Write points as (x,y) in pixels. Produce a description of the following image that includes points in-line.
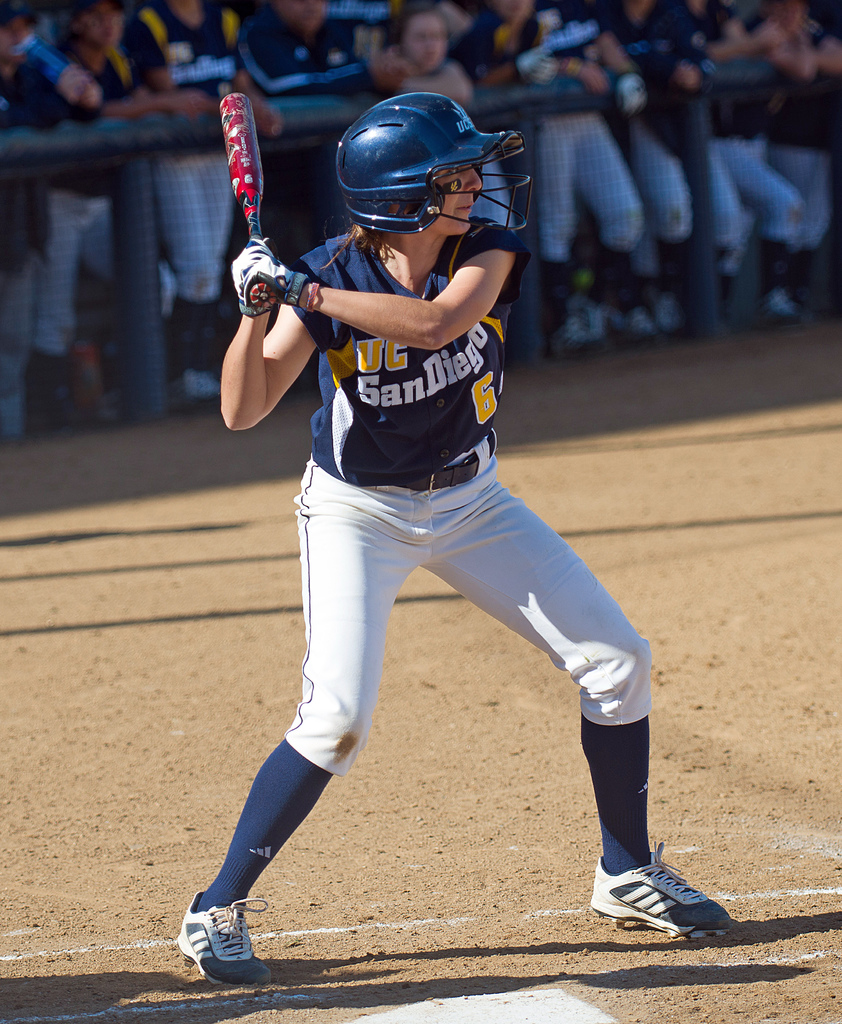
In this image I can see a person (361,404) is holding a bat (229,148) in hands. The person (428,365) is wearing a helmet (393,176). In the background (427,85) I can see group of people (293,75) standing behind the fence (157,120).
